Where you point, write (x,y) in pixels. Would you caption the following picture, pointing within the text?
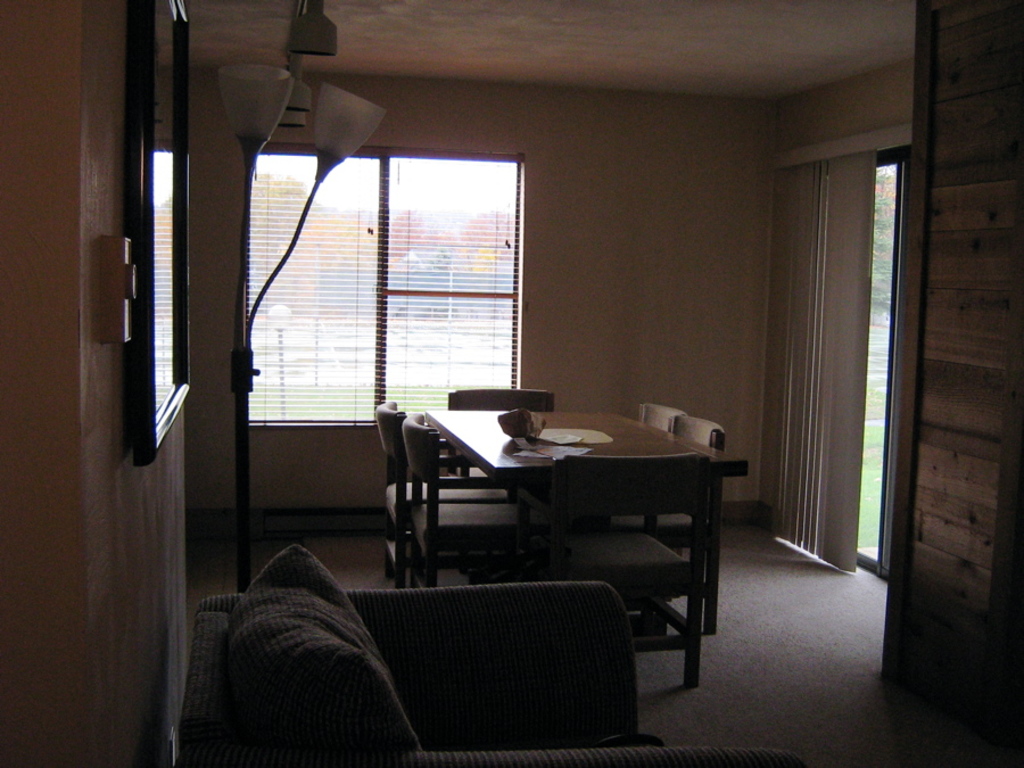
In this image, I think this picture was taken in the living room (668,478). This is a dining table (628,440) with few objects (564,436) on it. These are the chairs (692,518). I can see a couch (483,685) with a cushion (276,649) on it. This is a photo frame (141,194), which is attached to the wall (68,193). I think these are the lamps (258,104) with a stand (243,485). This looks like a window (346,318). On the right side of the image (827,430), I think these are the curtains (851,306) hanging. Here is the floor (780,685).
